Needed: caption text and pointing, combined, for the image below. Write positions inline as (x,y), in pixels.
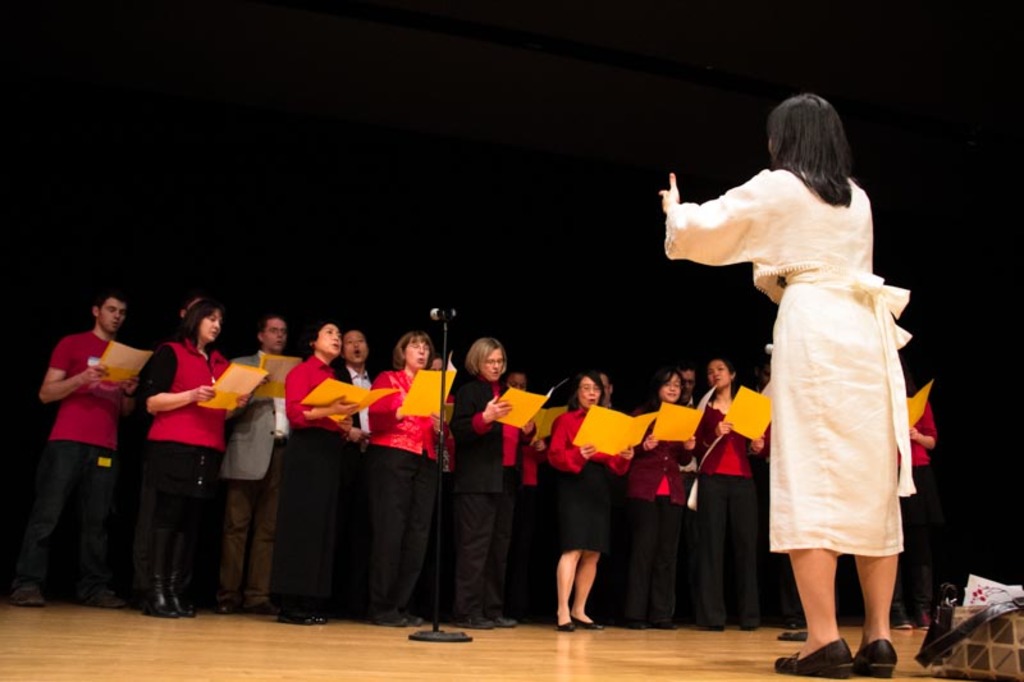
In this image, we can see a group of people (498,615) are standing on the floor (381,659). Few (464,607) are holding some objects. Here there is a microphone (434,315) with stand (442,370). Right side (971,661) bottom corner, we can see few objects (948,655). Background (564,262) there is a dark view.
